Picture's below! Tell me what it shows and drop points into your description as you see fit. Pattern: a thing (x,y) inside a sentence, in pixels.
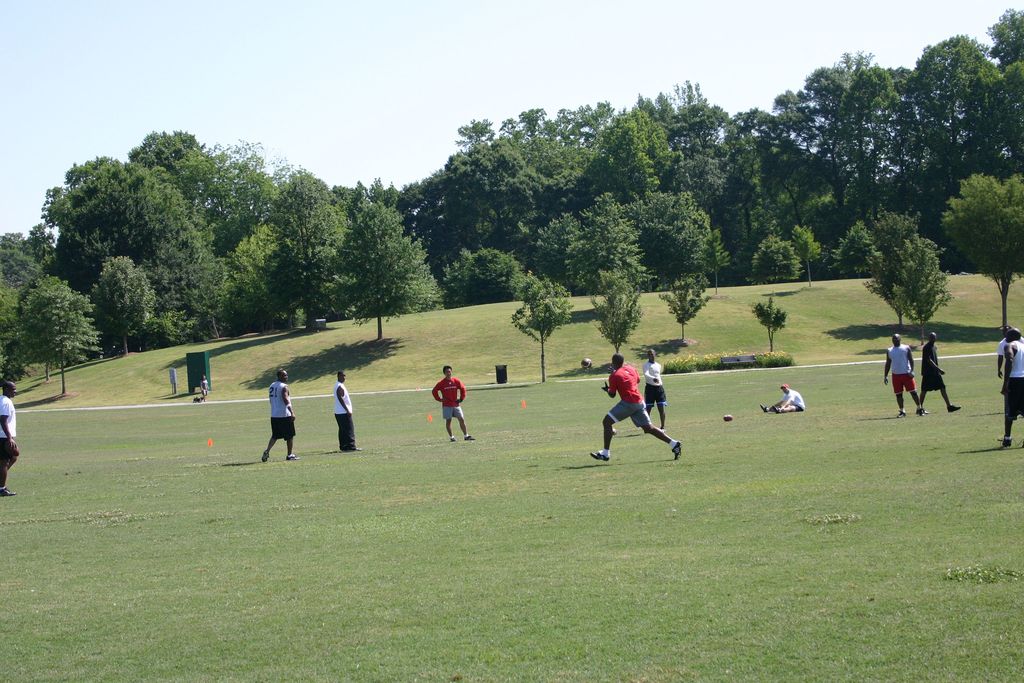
In this image we can see a group of people (922,396) wearing dress (939,375) are standing on the ground (539,409). One person (785,398) is sitting, In the center of the image (495,376) we can see two balls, trash bin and a box (199,364) placed on the ground (185,393). In the background (334,380), we can see a group of trees (552,259), grass (215,406) and the sky (289,79).
